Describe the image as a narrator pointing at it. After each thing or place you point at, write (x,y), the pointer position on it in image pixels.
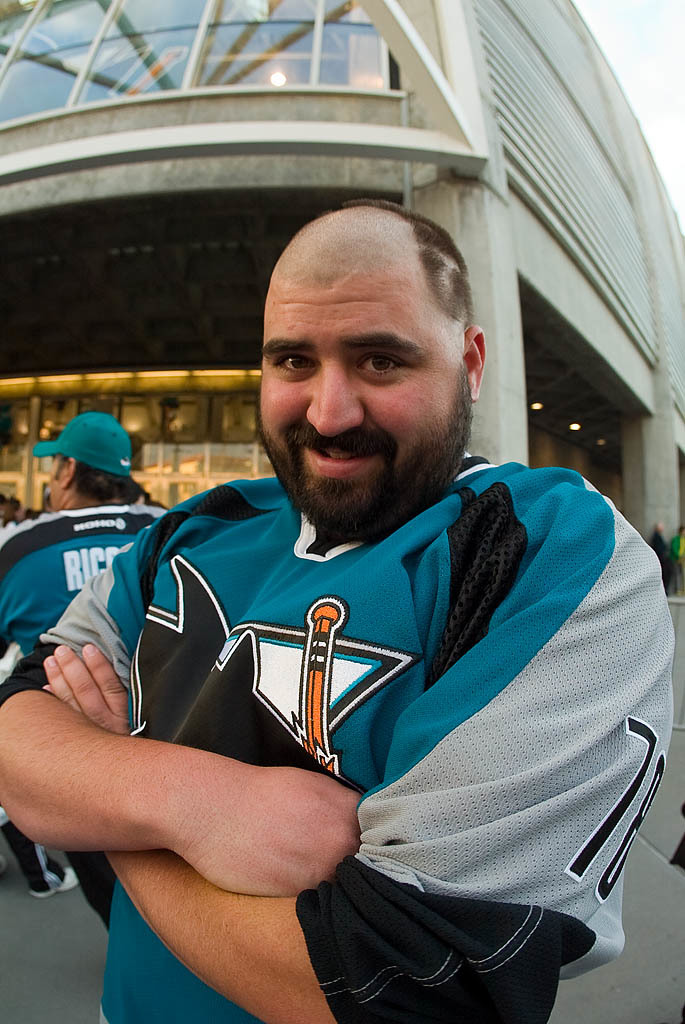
In this image I can see two persons (247,652). In the background (162,265) I can see a building (611,136).
